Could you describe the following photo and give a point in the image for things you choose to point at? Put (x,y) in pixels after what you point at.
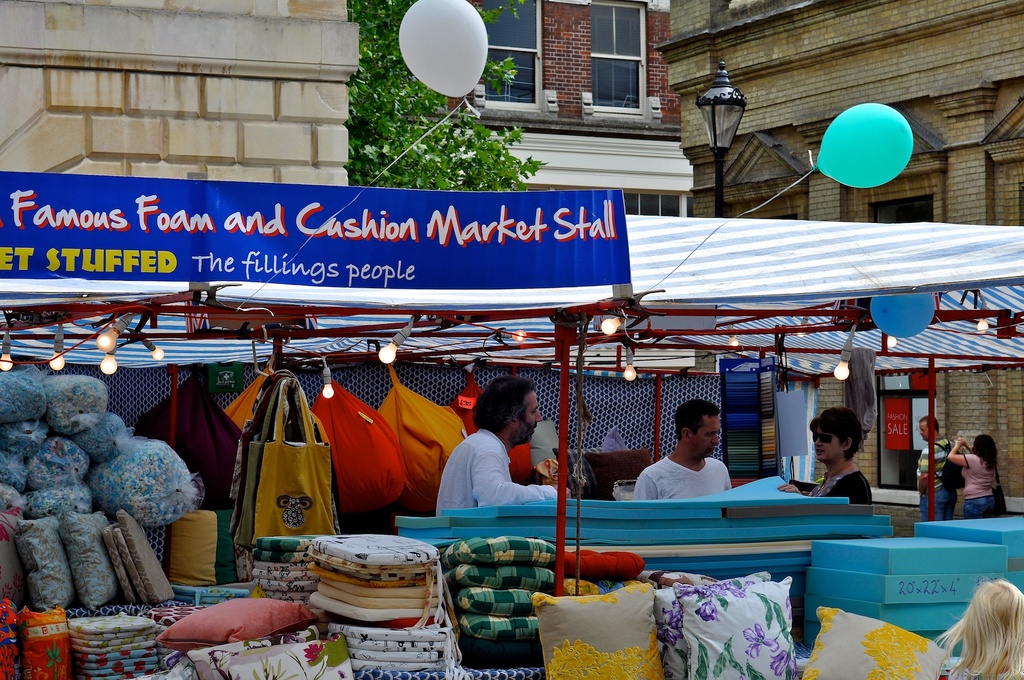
There are stalls (559,482) and six persons (701,444). Here we can see pillows (88,633), bags (315,461), lights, balloons (918,305), clothes (664,463), and a board (480,271). In the background (210,30) we can see a pole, tree (459,169), and buildings (530,152).
